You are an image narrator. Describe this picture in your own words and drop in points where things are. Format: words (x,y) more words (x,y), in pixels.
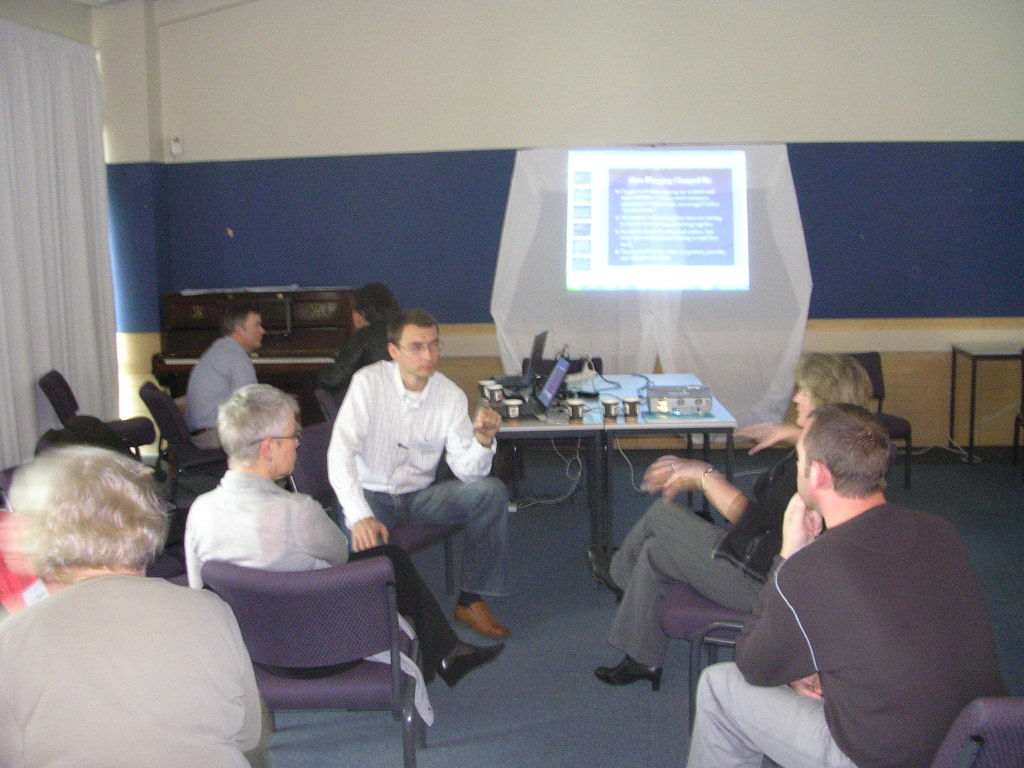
It looks like a conference room (591,570). Few peoples (767,447) are sat on the chair (374,627). We can see tables (628,427) here and here. We can see floor (568,712). There is a screen (662,226) on the middle (643,294). White color cloth (553,221) on it. We can see blue and white wall (349,148). On the left side (108,215), we can see white color curtain (47,223).
